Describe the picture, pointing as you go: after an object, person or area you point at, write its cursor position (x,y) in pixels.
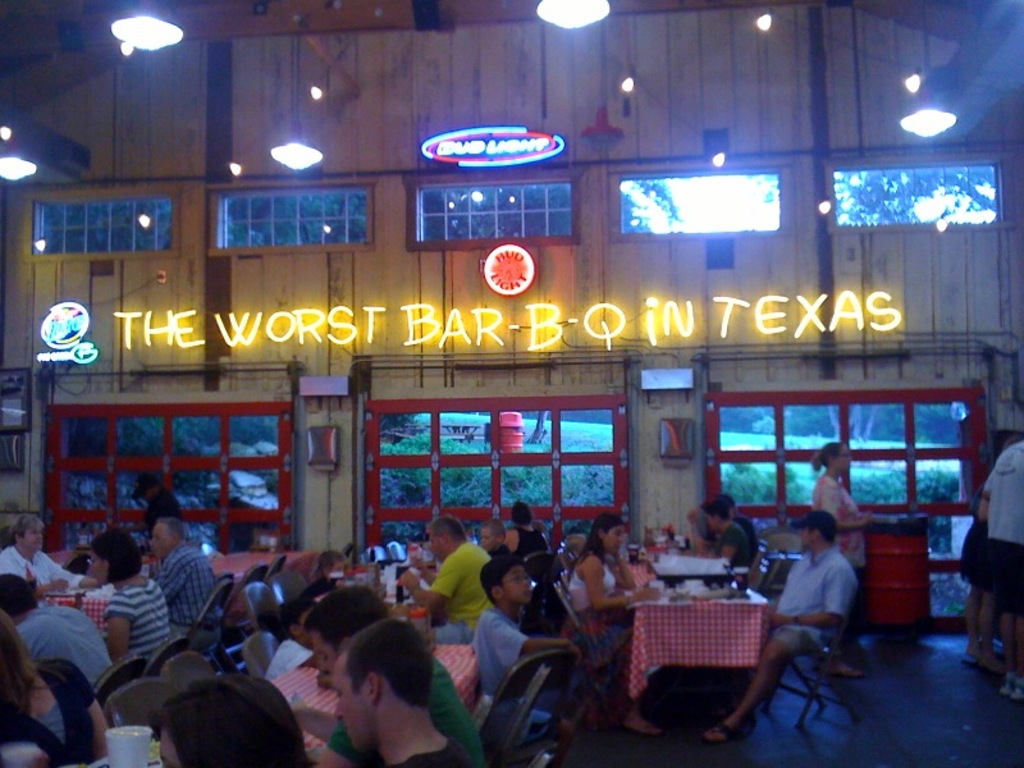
In the image we can see group of persons (429,662) were sitting on the chair (260,670) around the table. On table (732,584) we can see some objects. And on the right (1002,497) we can see barrel (898,563) and two persons (1014,487) were standing. Back we can see board (537,326) named as "The Worst Bar". And glass (477,479), trees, grass (571,431) and lights (571,17).
